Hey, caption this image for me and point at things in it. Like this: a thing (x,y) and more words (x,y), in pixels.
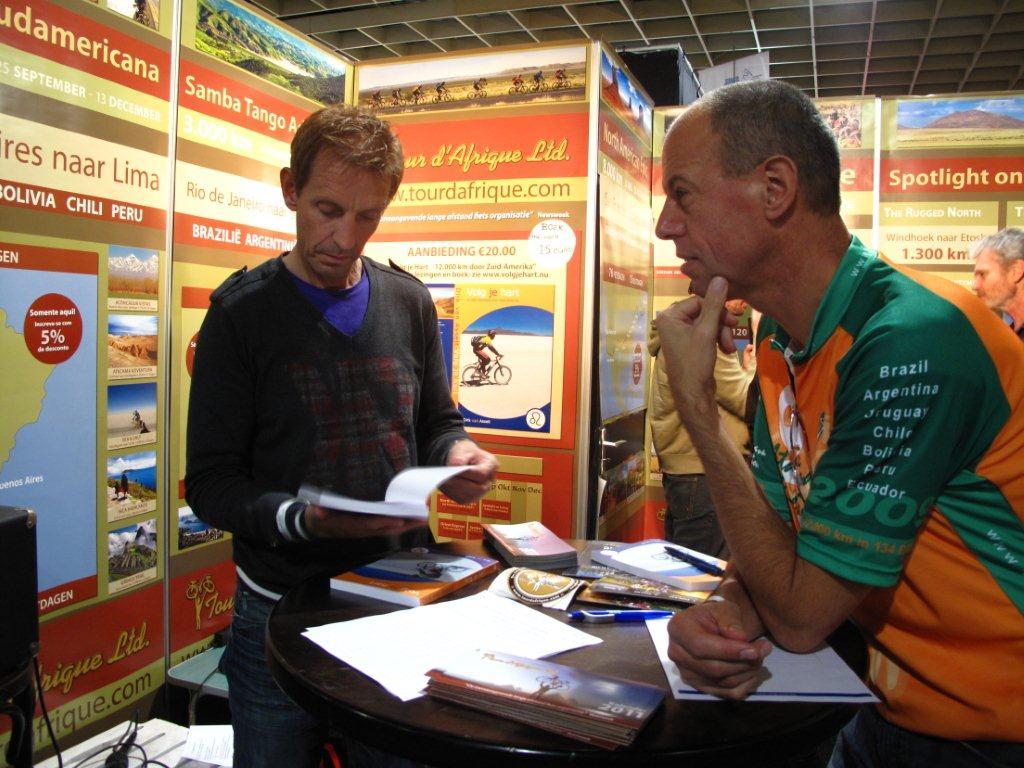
In this picture there is a man (414,325) who is wearing black t-shirt (204,505) and jeans (304,723). He is holding a book (445,478). On the right (774,138) there is another man (720,218) who is standing near to the table (815,703). On the table (828,635) i can see many books (689,572) and papers (473,640). In the bottom left corner (27,564) there is a CPU (34,575), cable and papers (194,758) on the other table (173,764). Behind this person (254,665) i can see the posters (20,297) and banners (510,194) on the wall (579,407).
